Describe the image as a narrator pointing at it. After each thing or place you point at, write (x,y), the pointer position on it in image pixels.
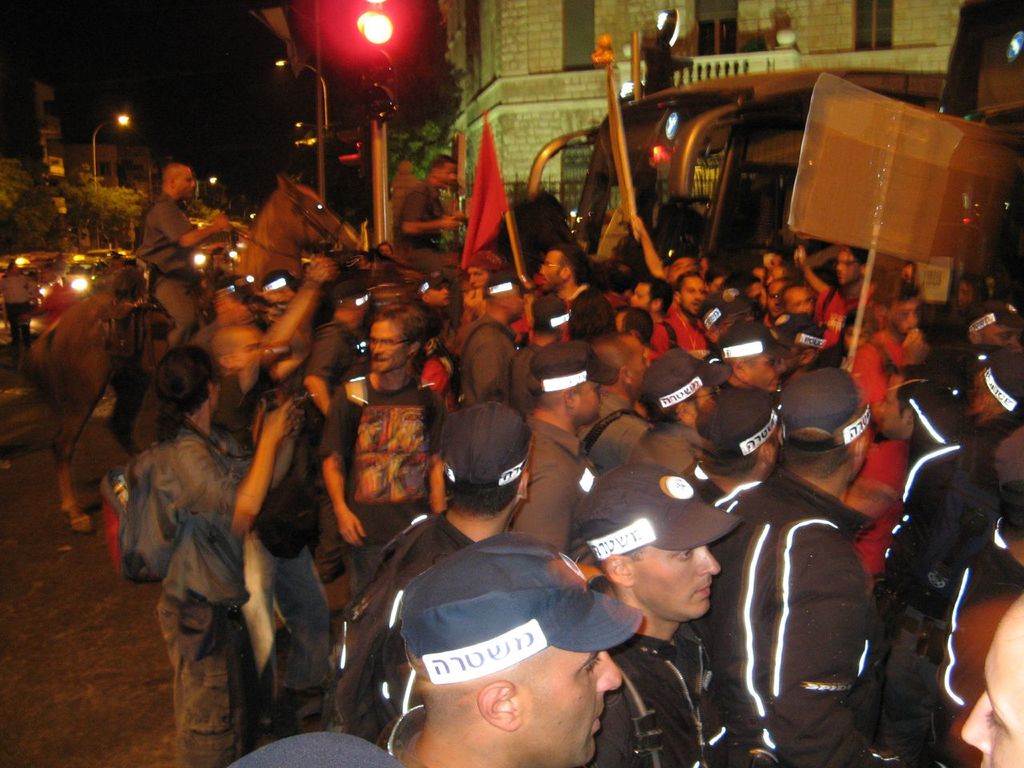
This picture is clicked outside. In the foreground (256,407) we can see the group of people (264,419) seems to be standing on the ground (89,701) and we can see a person (172,207) seems to be riding the horse (263,277) and we can see the vehicles (789,146), lights (384,17), buildings (752,20), trees (25,204) and many other objects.
